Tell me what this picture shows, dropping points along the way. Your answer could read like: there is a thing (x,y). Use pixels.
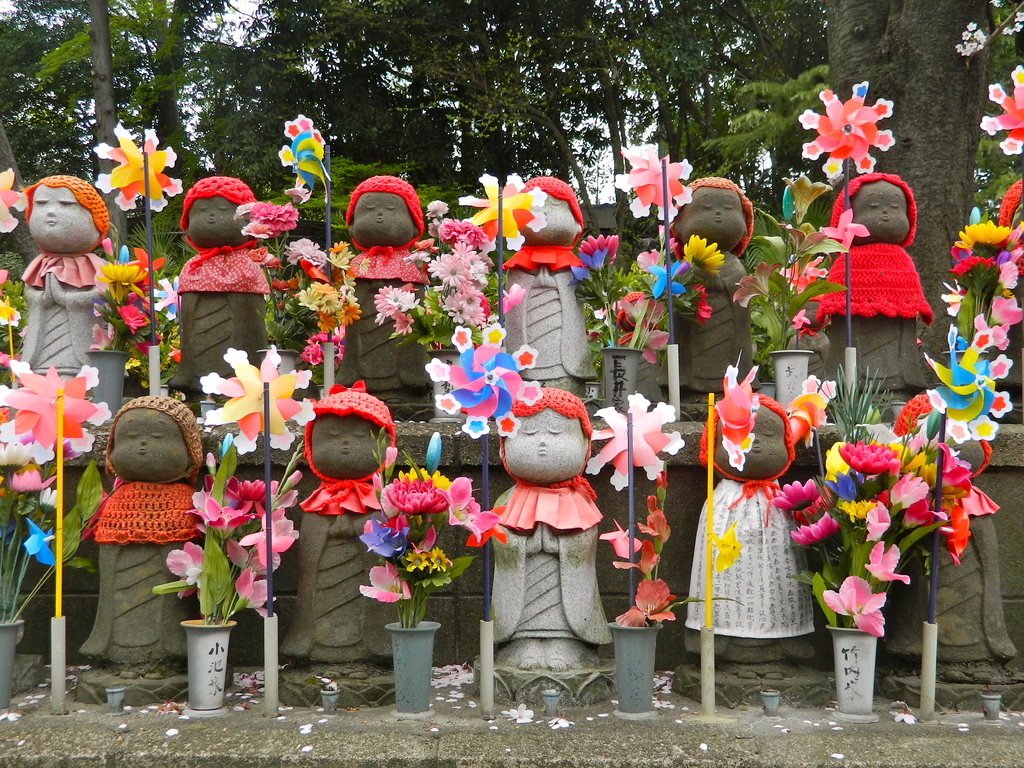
In this image I can see in the middle (350,279) there are statues (546,236) decorated with flowers (396,480). In the background (590,156) there are trees (518,150).
